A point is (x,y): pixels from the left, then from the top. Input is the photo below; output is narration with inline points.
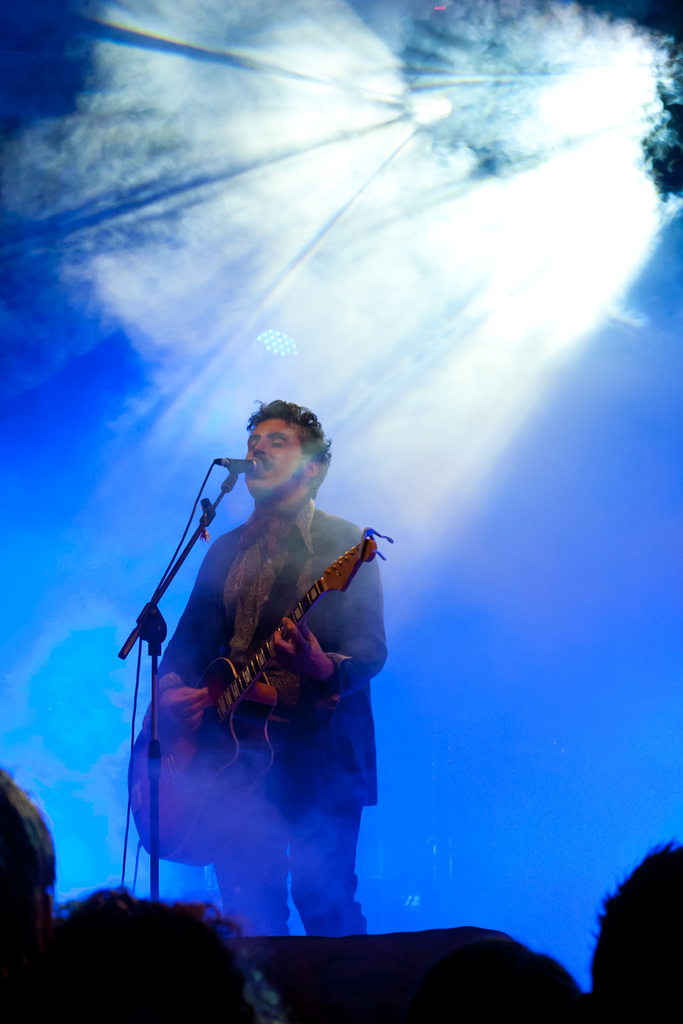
In this image I can see a person (307,658) wearing the jacket (344,669) and standing in front of the mic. He is playing the guitar (164,729). In the back (297,293) there is a smoke (424,331). In front of him I can see few heads (124,932) of people (55,937).
